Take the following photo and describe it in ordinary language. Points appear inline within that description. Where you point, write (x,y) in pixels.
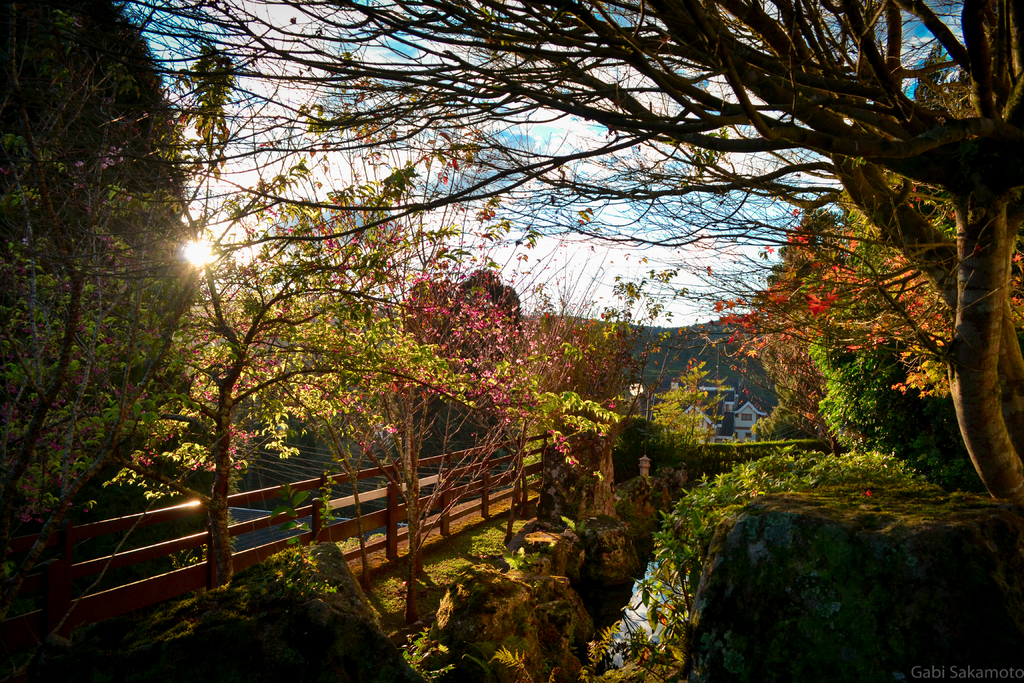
In this image, there are a few trees (544,348), plants (415,646). We can see the ground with grass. We can also see the fence (188,579) and some wires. We can see a building (732,431) and the sun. We can see the sky (567,145) with clouds (261,223). There are a few hills (764,392).
